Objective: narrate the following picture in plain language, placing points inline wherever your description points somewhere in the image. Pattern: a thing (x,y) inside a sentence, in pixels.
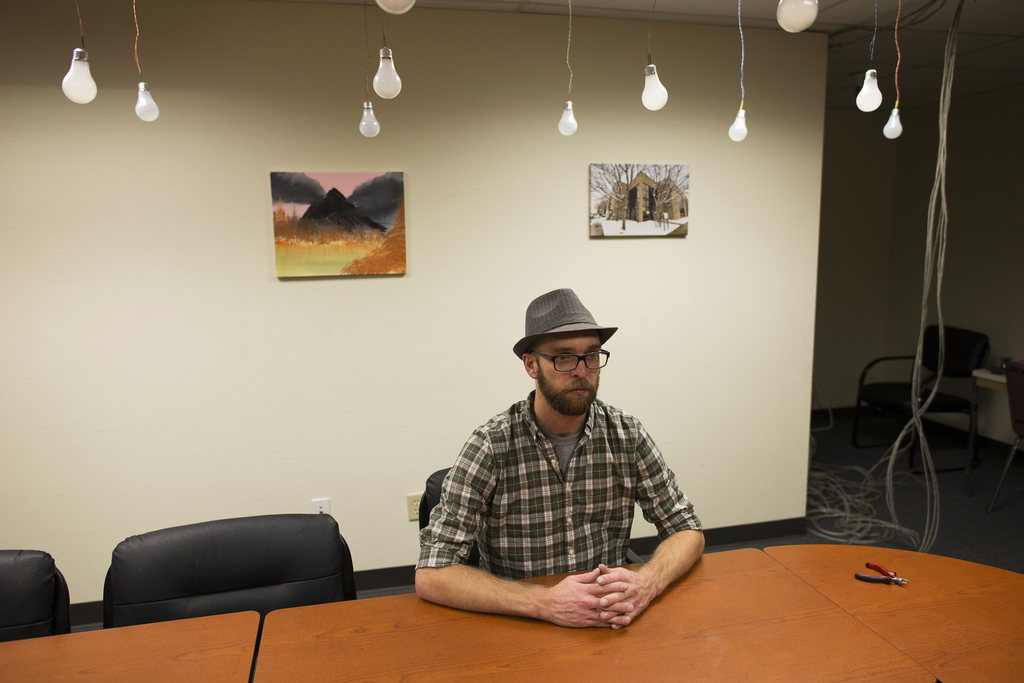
In this image I can see a man (530,361) is sitting on a chair (440,493). I can also see he is wearing specs (594,354), a hat (586,316) and a shirt (543,517). In the background (161,375) I can see 2 paintings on this Wall (165,255). Here I can see few bulbs (84,71) and here I can see chairs (307,560) and tables (167,641). In the background (930,382) I can see few more chairs (906,395).
